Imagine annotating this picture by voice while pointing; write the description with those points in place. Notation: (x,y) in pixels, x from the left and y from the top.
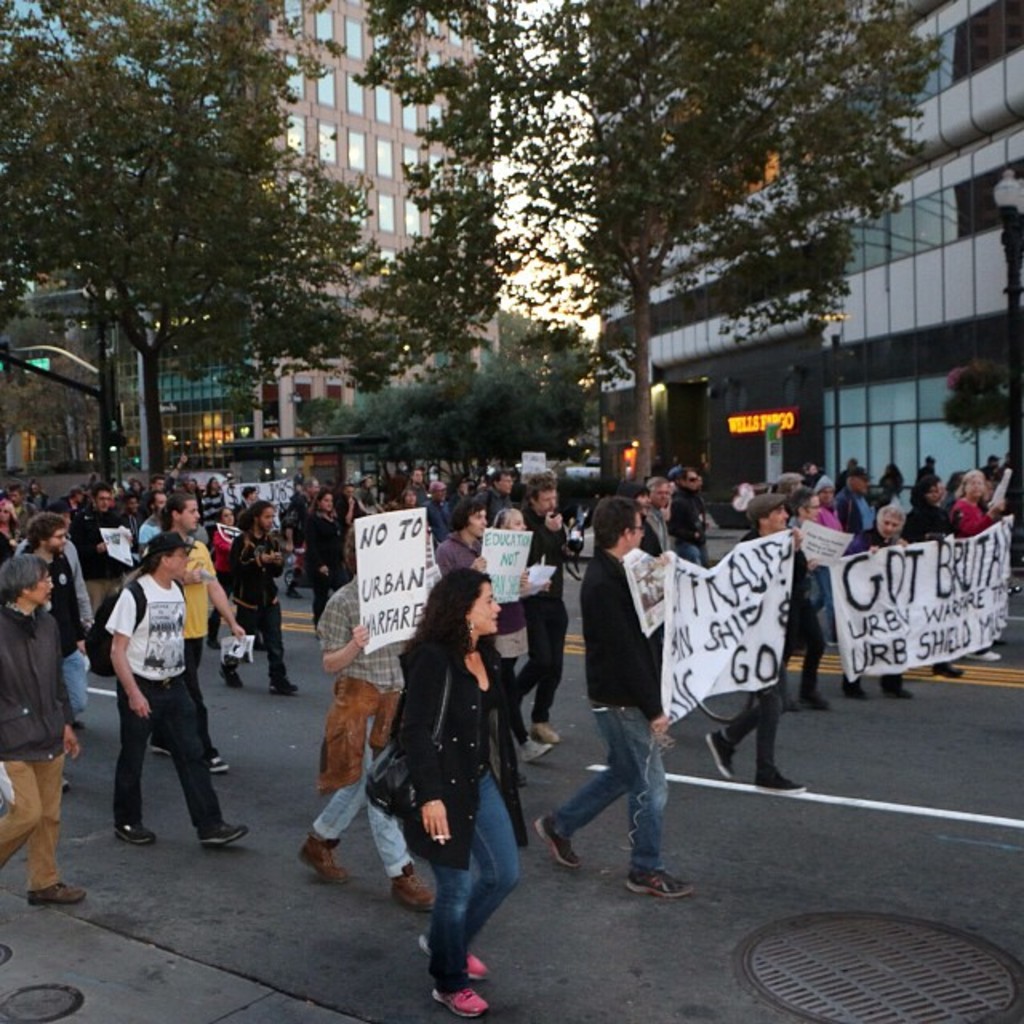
At the bottom of the image (595,794) few people (57,503) are holding banners (711,584) and walking on the road (824,885). Behind them there are some trees (359,331) and buildings (442,32).
